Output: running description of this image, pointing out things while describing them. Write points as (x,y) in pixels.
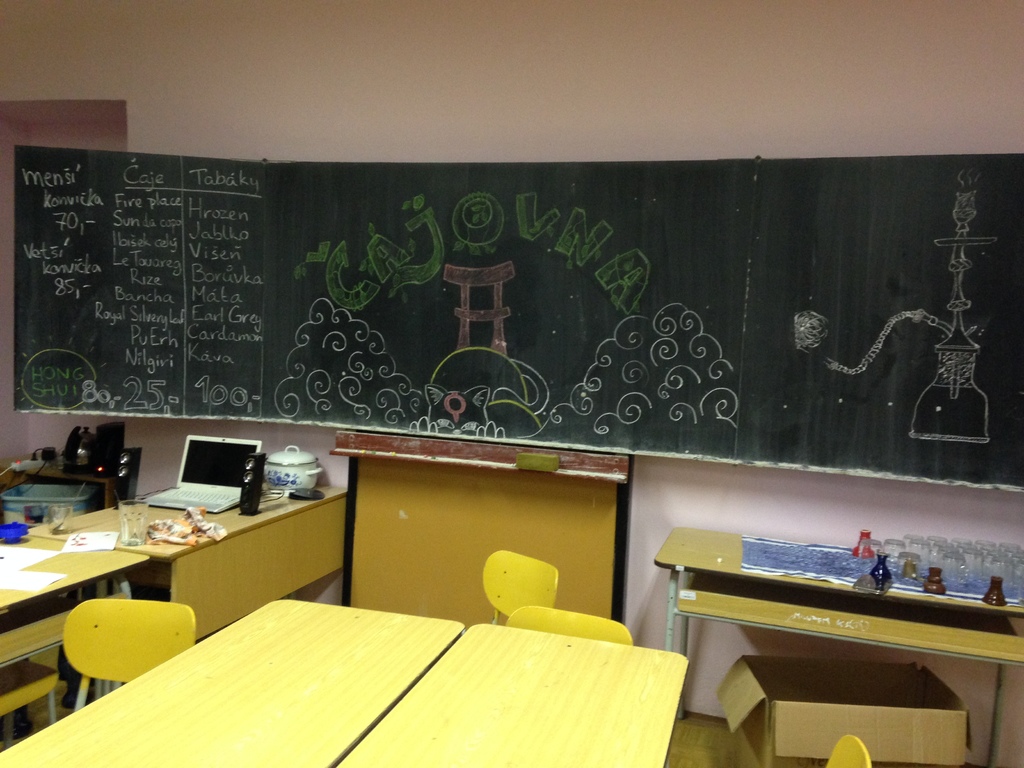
In this picture there are two yellow tables (368,675) and four yellow chairs (857,736). There is a box (817,695). There is a laptop (218,479), bowl (269,470), glass (145,503), cloth (162,535), papers (76,549), glasses (962,558), vase (875,576) on the table (668,603). There are few objects (89,460) on the table (102,480) at the background (79,450). There is a blue tub (40,500). There is a blackboard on the wall (651,476).
